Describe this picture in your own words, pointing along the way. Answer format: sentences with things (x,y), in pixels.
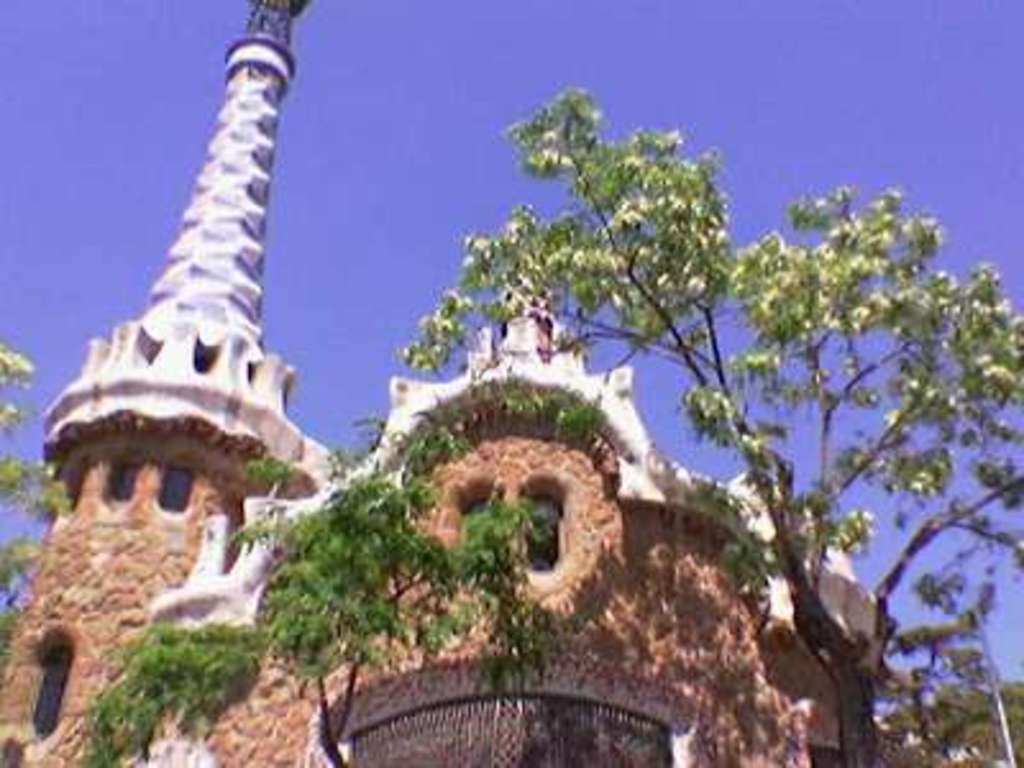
In this picture we can see a building (77,437), gate (636,718), trees (973,728) and in the background (687,126) we can see the sky (282,185).
